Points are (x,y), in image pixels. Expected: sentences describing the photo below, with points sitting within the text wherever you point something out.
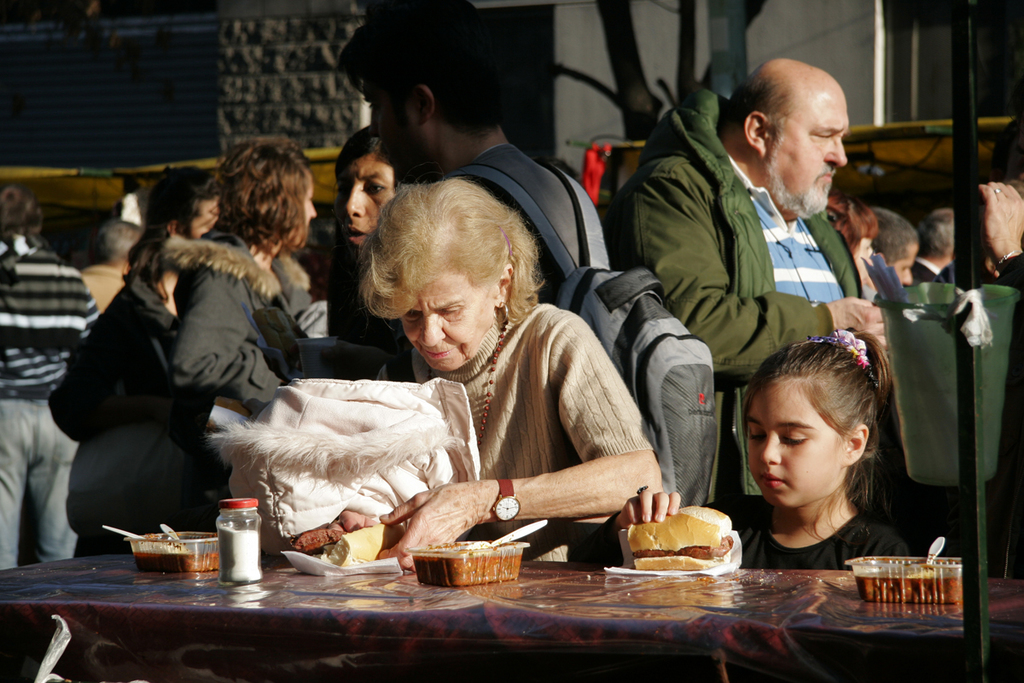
Few persons (158,304) standing. This person (371,26) wear bag (651,373). this person (605,394) holding cloth (408,497). This is table (285,618). On the table (137,579) we can see box (447,557), food (688,534), spoon (512,536), jar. This person (861,409) holding food (676,522). On the background (562,46) we can see wall (559,35). This is wall (870,15).
